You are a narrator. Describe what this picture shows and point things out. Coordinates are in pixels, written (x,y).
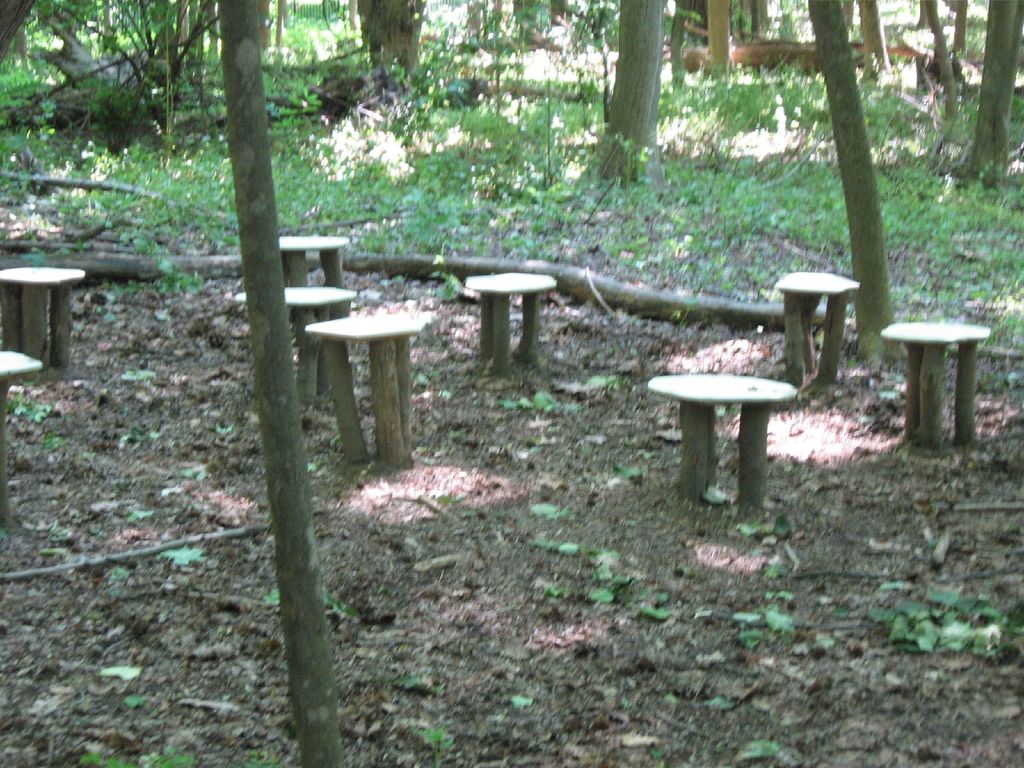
In this picture I can see there are some wooden stools (739,379) and there are some trees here and there are plants (603,597), grass (312,210) here on the floor (522,560) and there is soil (551,581) here on the floor (525,665).
